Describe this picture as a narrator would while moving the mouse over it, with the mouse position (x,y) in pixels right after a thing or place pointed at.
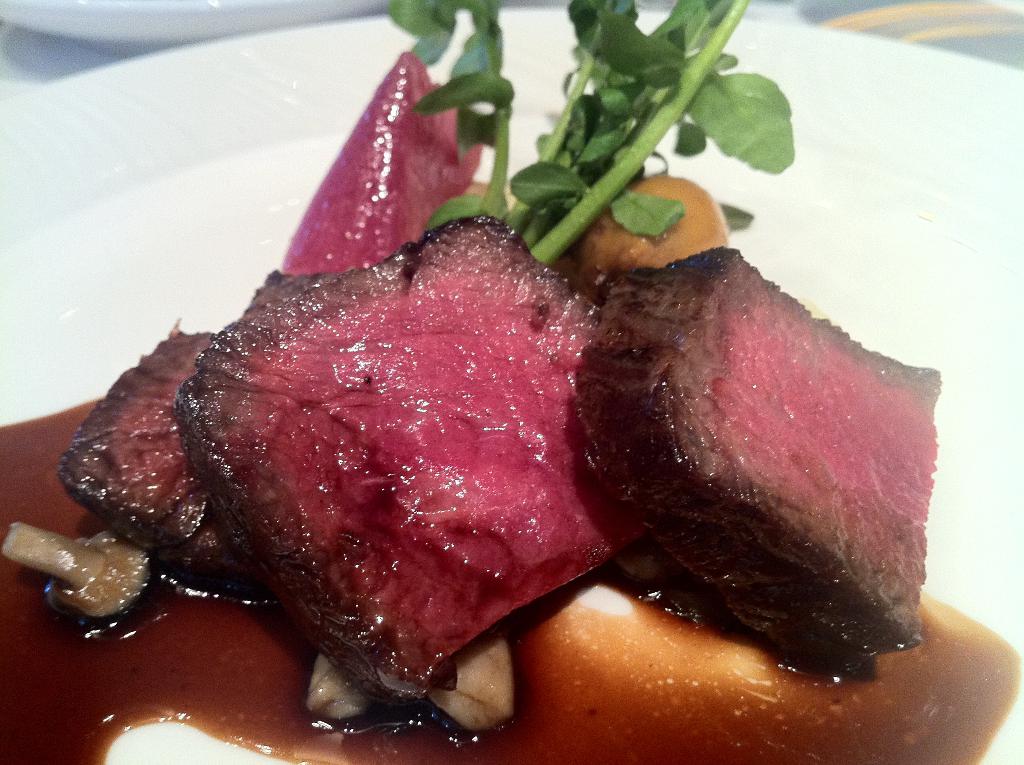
In this image we can see some food (531,558) containing meat (358,532), mushrooms (104,591) and leaves (581,11) in a plate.
